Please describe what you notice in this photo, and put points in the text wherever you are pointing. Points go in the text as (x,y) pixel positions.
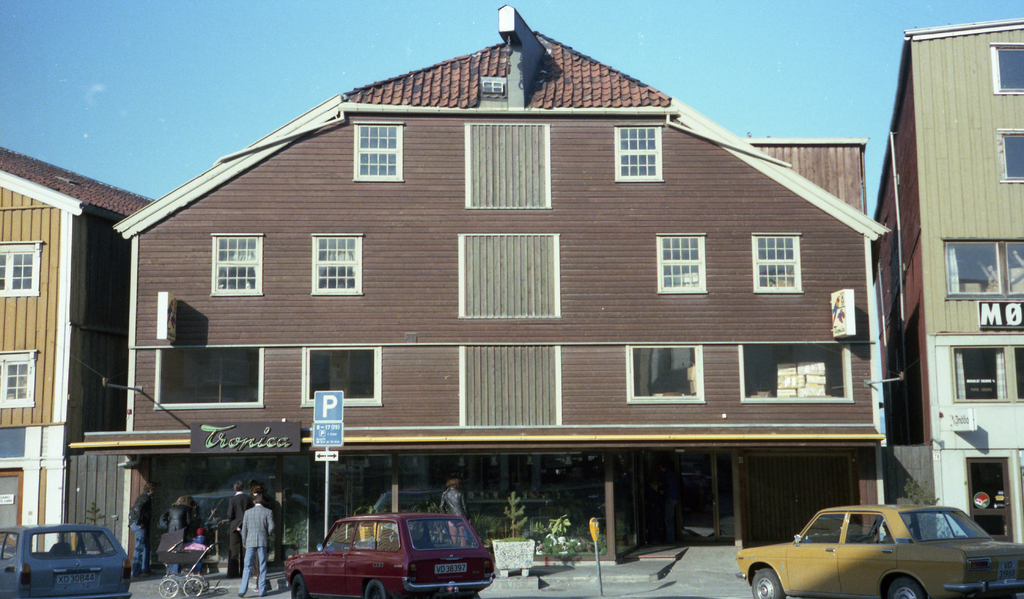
There is a store (474,483) and above the store (541,473) there is a big building (512,250), in front of the store (412,484) there are some cars (349,579) and in the left side (140,538) there are few people (231,539) standing in front of the store (230,479) and in the background (494,43) there is a sky (589,42).
